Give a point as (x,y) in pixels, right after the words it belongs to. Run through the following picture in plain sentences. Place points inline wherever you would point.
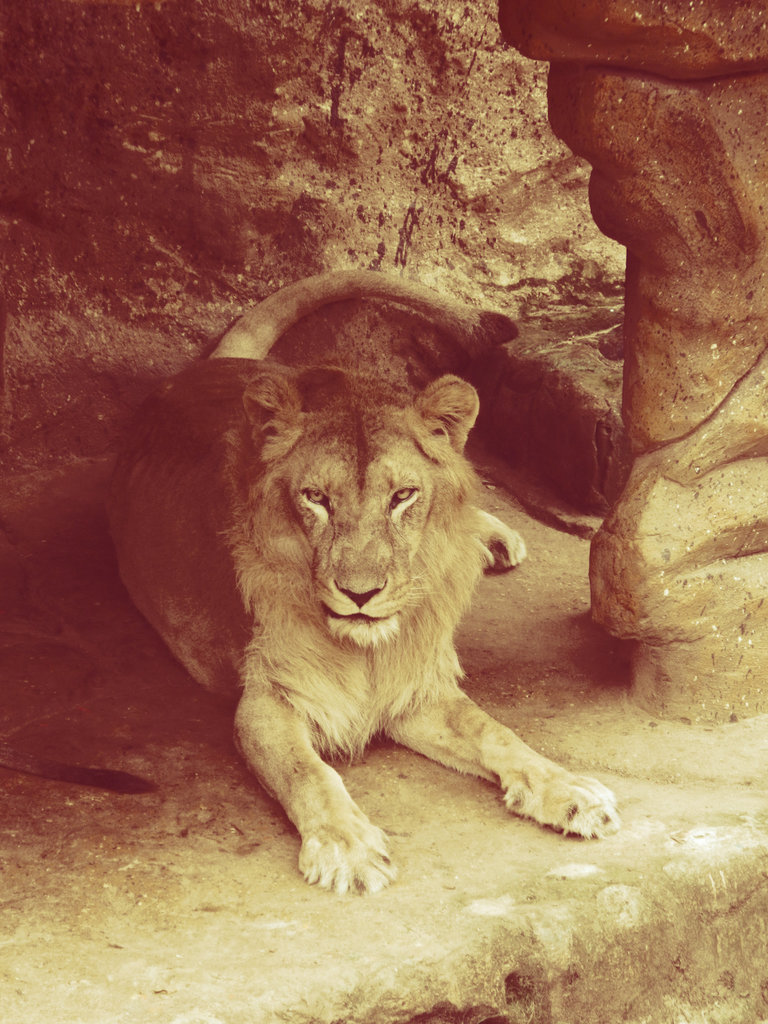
Here we can see lion (339,476) and wall (238,241).
